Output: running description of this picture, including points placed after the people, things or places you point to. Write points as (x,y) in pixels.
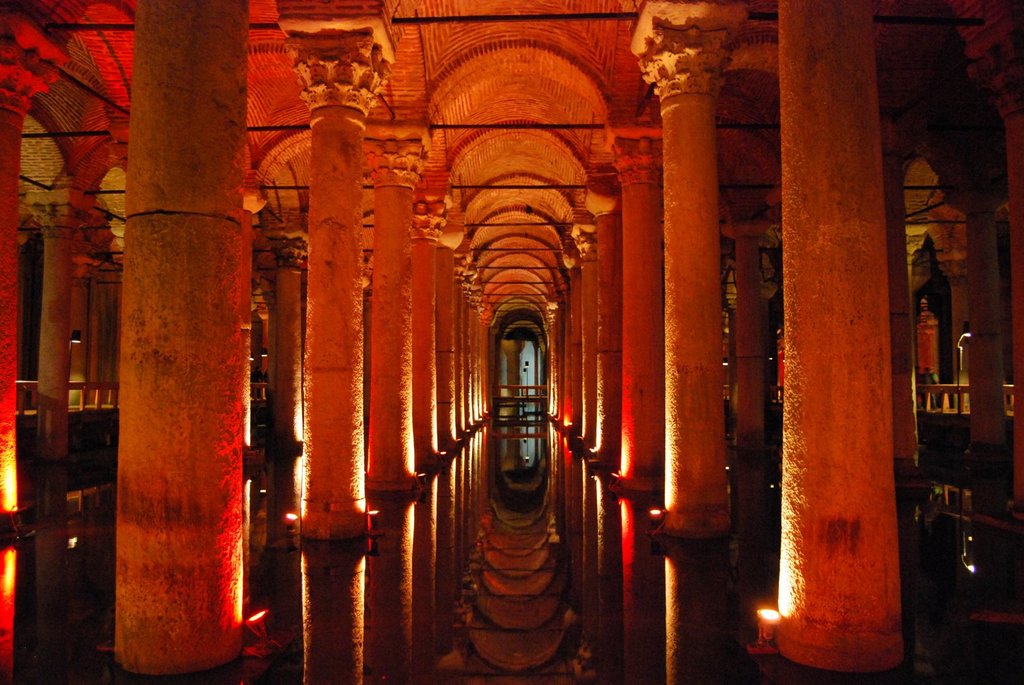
In this image I can see inside view of a building (487,407) and I can also see number of pillars (245,365). On the both sides of the image I can see few black color things (943,340) and on the floor (394,665) I can see number of lights (566,417). I can also see reflection (506,456) on the floor (748,658).
